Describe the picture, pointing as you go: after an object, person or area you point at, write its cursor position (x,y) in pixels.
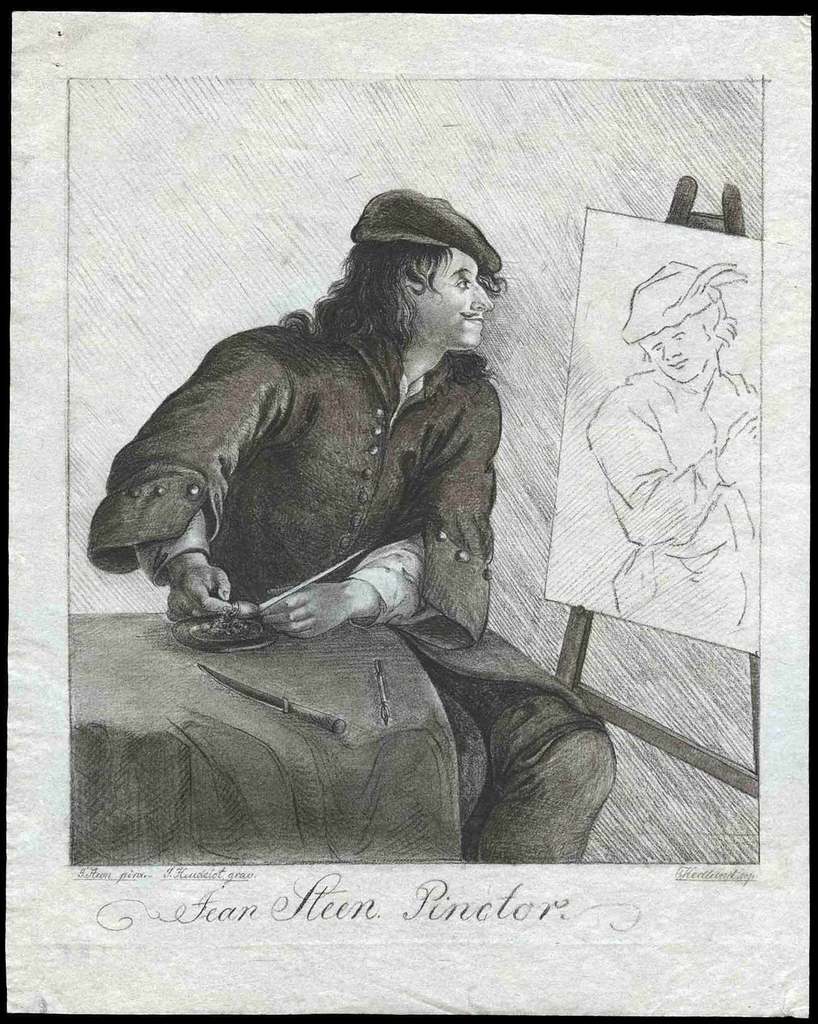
In the image we can see a frame (569,862). In the frame (480,60) we can see a drawing (274,129) and there are some alphabets (180,887).
